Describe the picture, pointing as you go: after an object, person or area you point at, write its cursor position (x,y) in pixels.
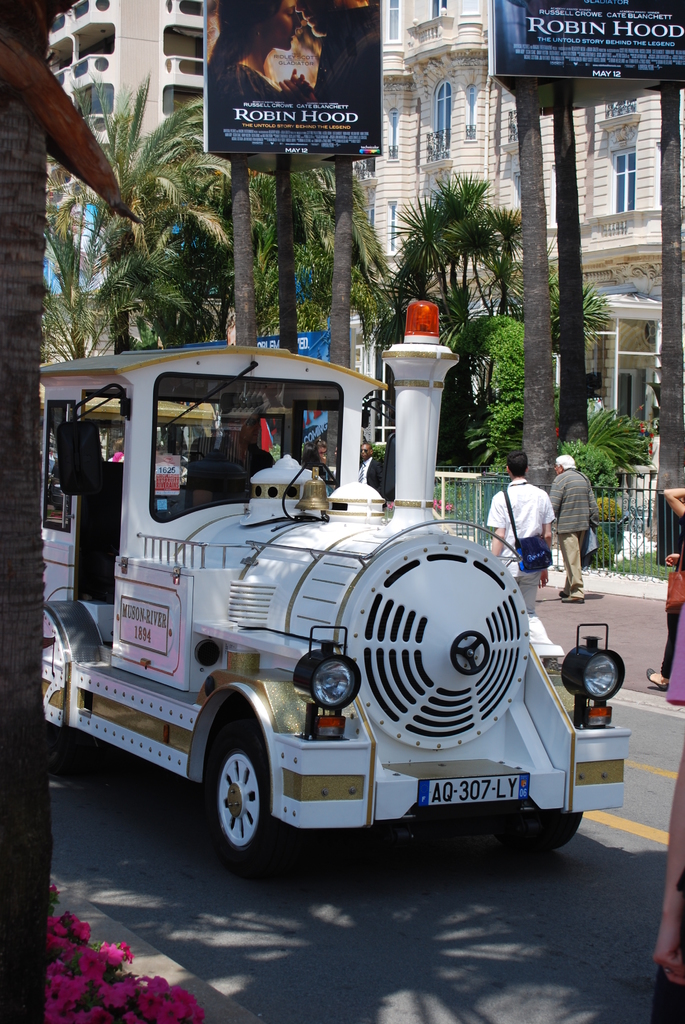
In this picture we can see a vehicle (466,648) on the road (545,864). Here we can see a man (531,497) who is wearing white shirt (528,511) and bag (538,562), walking on the street (642,621). Here we can see old man (584,485) who is standing near to the fencing (639,523), grass (642,559) and plants (601,492). In the background (385,274) we can see trees (296,243) and buildings (660,215). On the top (243,77) we can see posters (653,59) and banners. On the bottom left corner (73,951) we can see the flowers (88,923).
